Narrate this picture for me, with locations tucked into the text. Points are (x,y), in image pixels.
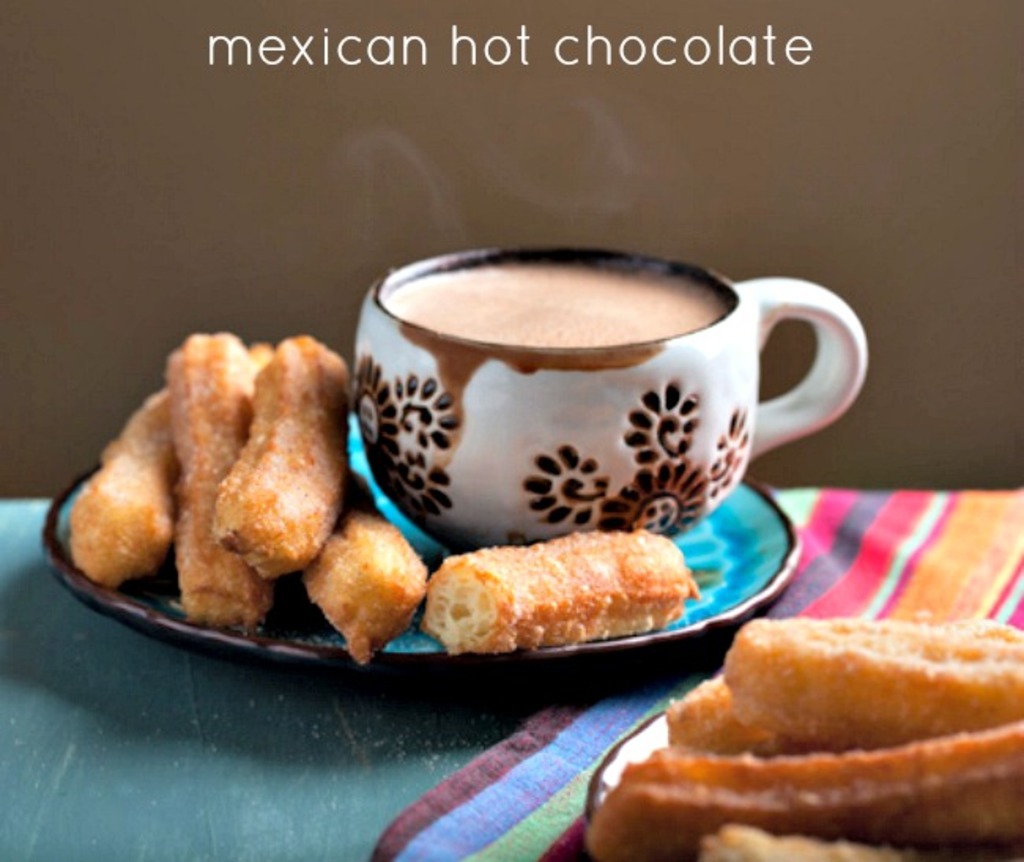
It is an edited picture there is a drink (537,339) kept in a cup (640,427) and beside that drink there are some snacks (527,593) and the name (326,39) of the food item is mentioned above the picture.
